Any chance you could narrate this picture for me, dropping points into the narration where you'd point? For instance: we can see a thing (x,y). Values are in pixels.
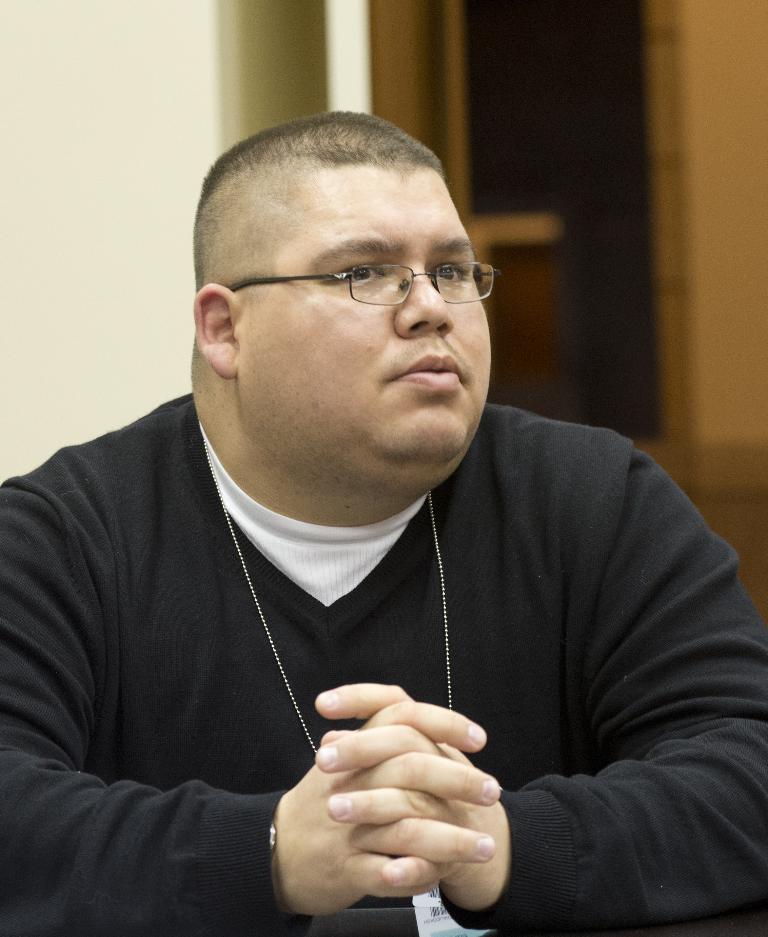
In this image we can see a person (604,555) wearing spectacles (460,290). In the background (385,68), we can see a pole (338,69).
